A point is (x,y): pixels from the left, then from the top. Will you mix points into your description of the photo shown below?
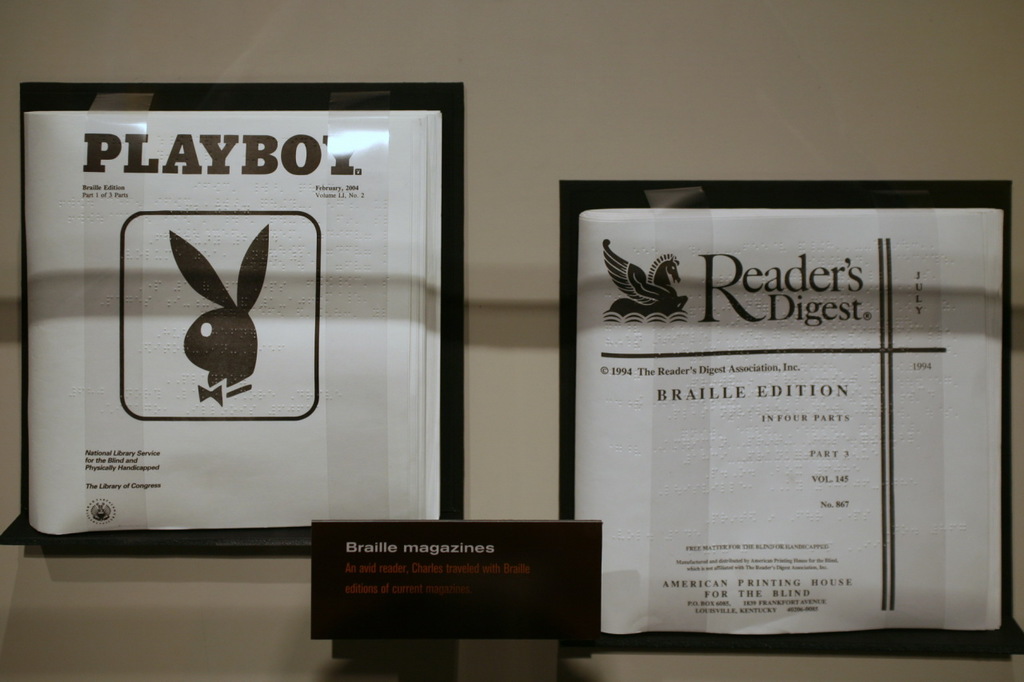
In this image we see two white objects (431,437), at back (657,21) here is the surface (584,175).
